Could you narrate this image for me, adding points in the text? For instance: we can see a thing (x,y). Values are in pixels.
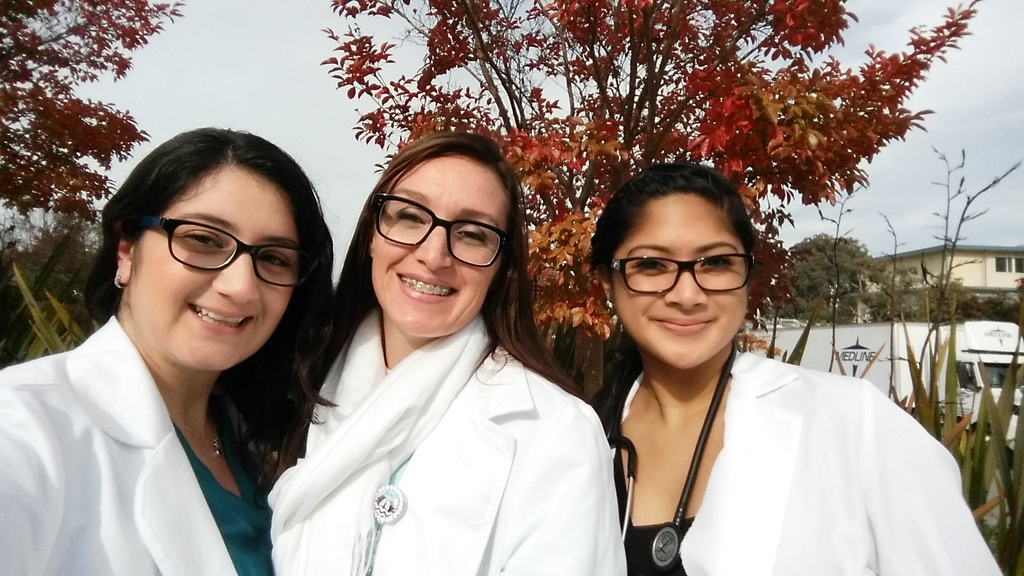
In this image we can see these three women (562,404) wearing white coats (913,561) and spectacles (428,227) are smiling. In the background (991,337), we can see a vehicle (856,328), trees (840,252), house (991,263) and the sky (864,16).
